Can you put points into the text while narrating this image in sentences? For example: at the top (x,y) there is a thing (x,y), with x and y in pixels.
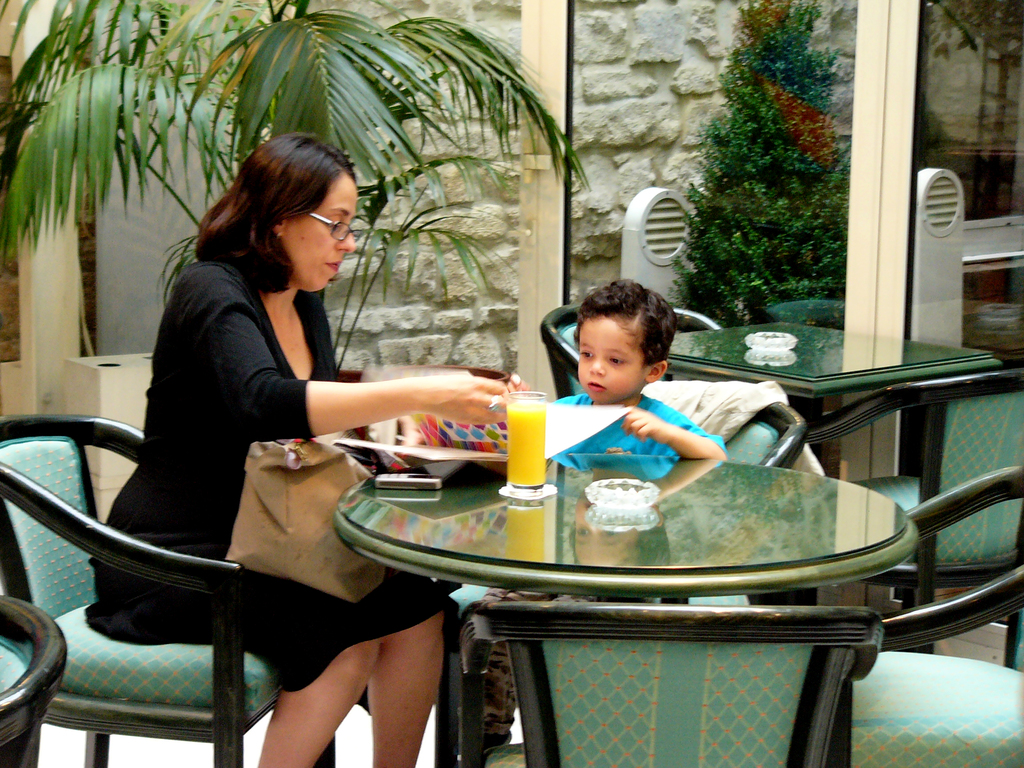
In this image we can see a woman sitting on a chair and she is on the left side (332,757). There is a boy (708,453) sitting on a chair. This is a glass table (629,544) where a glass of juice (534,463) and mobile phone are kept on it. Here we can see trees (785,138) and a glass door (621,145).
